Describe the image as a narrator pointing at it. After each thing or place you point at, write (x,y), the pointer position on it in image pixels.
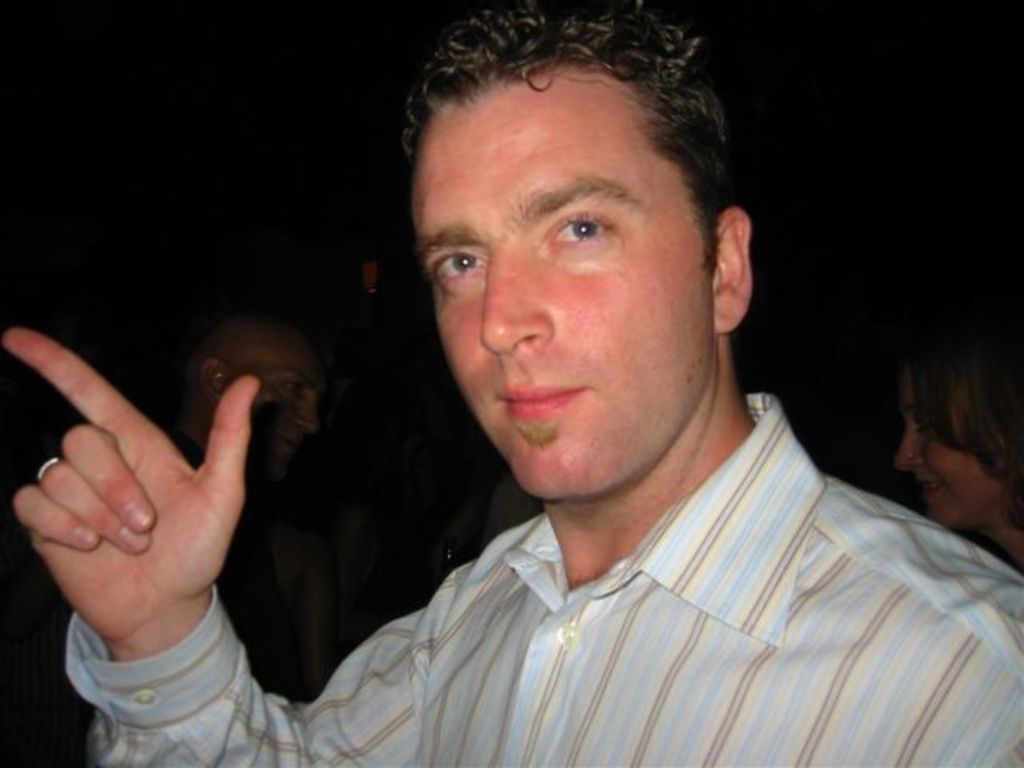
In the image there is a man (674,262) in striped shirt (853,672) standing, behind him there are few other people (267,530) standing and the background (909,223) is blurry.
